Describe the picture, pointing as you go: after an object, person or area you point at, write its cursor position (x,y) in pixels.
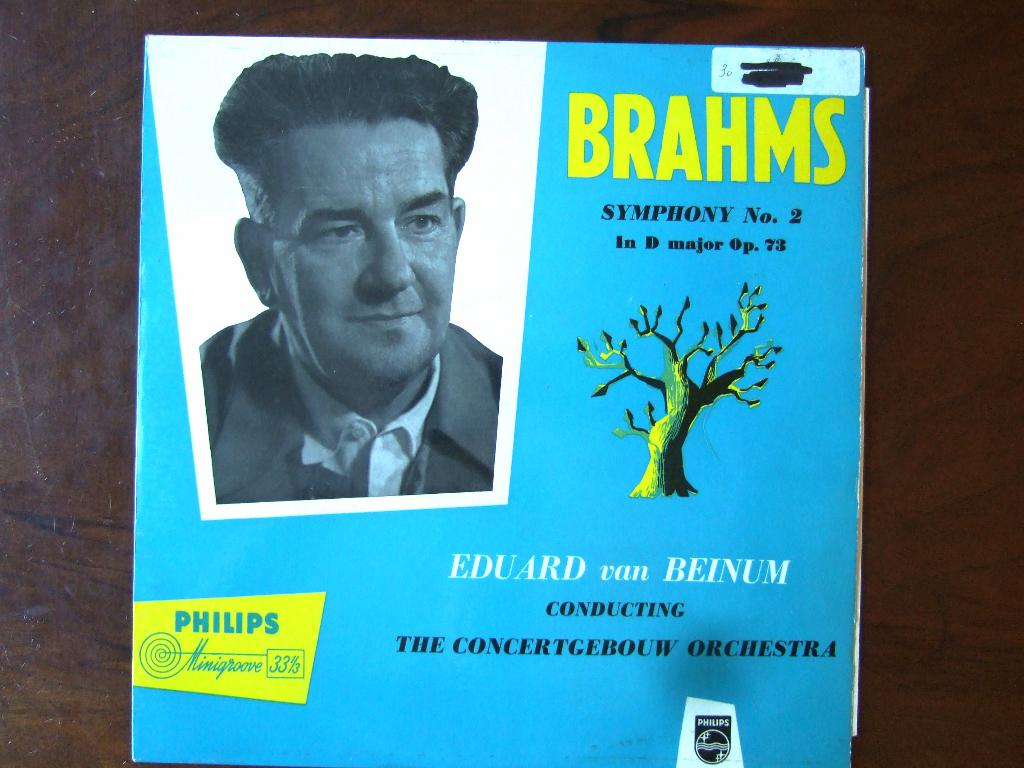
In this image we can see the cover page (586,474) of a record (520,457) on which we can see the picture (402,458) of a person (377,448), a logo (312,631) and some text (630,599) on it which is placed on the table (993,732).
